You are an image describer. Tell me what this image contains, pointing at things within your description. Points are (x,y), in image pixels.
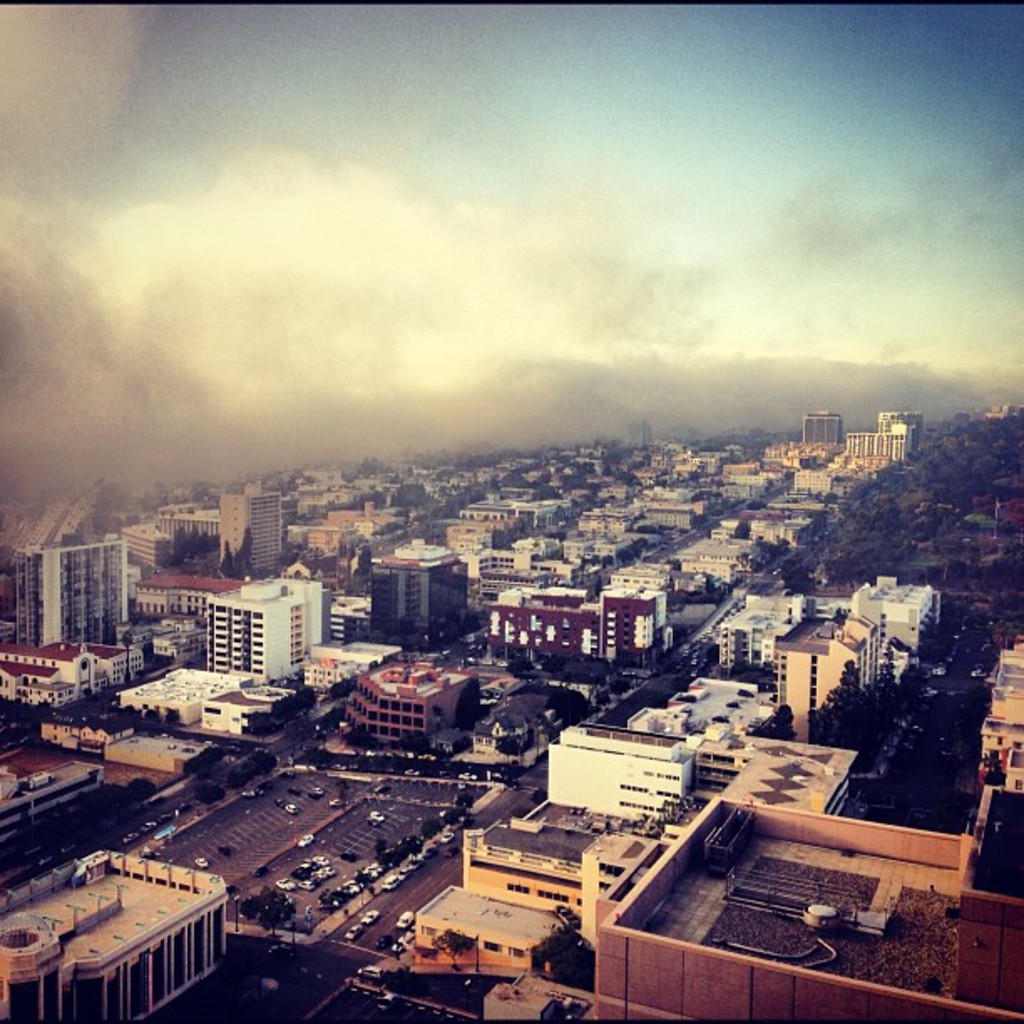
In the image we can see there are many buildings (438,673), trees (903,489) and vehicles (395,885). Here we can see the road (506,792), smokey (74,354) and the sky (814,76).
